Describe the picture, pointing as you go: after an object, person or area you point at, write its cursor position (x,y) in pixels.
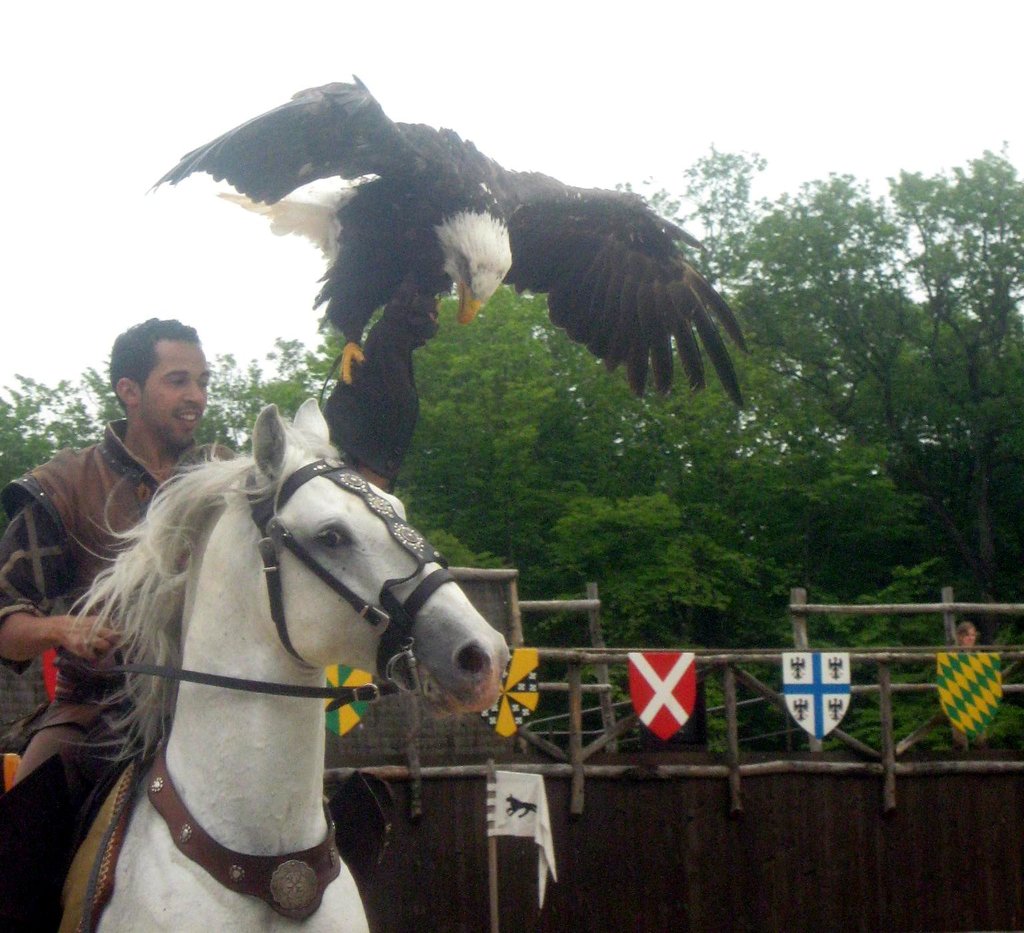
there is a man (127,520) wearing brown costume (132,474) is riding white horse (461,631) at the top (320,98) there is a eagle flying along with them and there is a fence (942,915) with some flags (804,712) in it beside them there are so many trees (842,402).
